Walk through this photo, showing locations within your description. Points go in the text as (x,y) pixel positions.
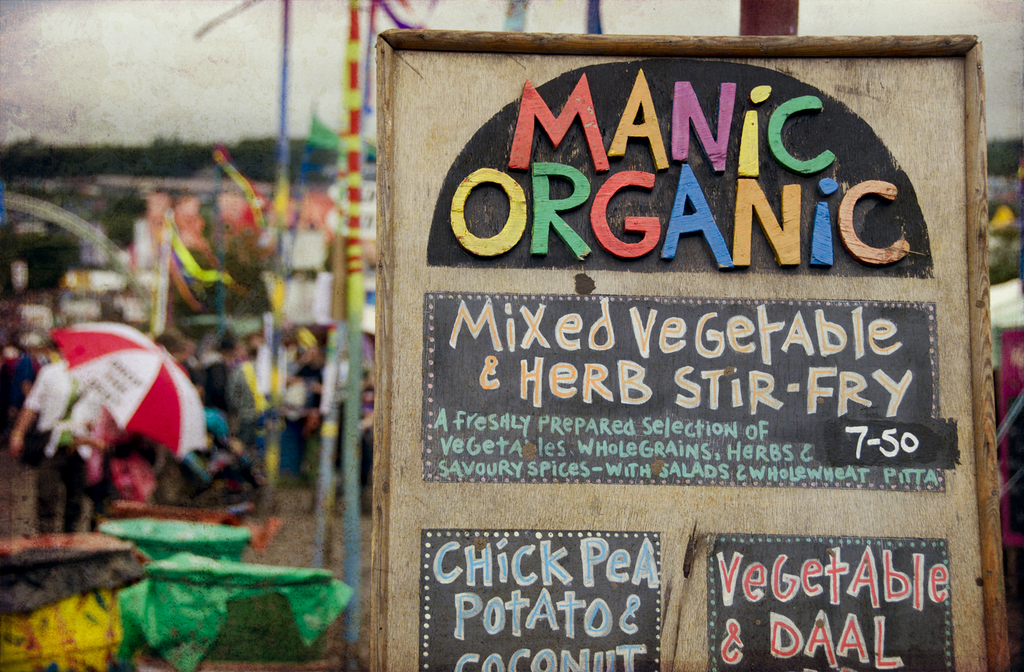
In the picture I can see the board (626,385), behind we can see some people (57,404) and some objects (219,275) are placed with colorful papers (256,213).
